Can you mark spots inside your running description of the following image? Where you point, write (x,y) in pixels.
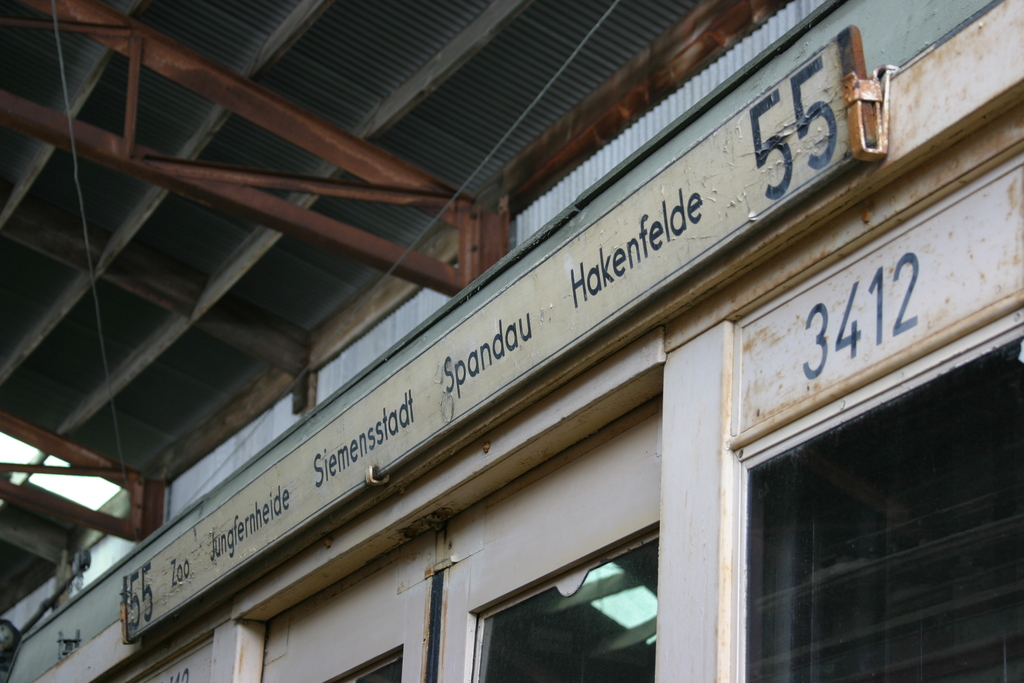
In this picture there is an old tram (511,310) with route board (428,424). Above there is a metal frame shed (394,283).
